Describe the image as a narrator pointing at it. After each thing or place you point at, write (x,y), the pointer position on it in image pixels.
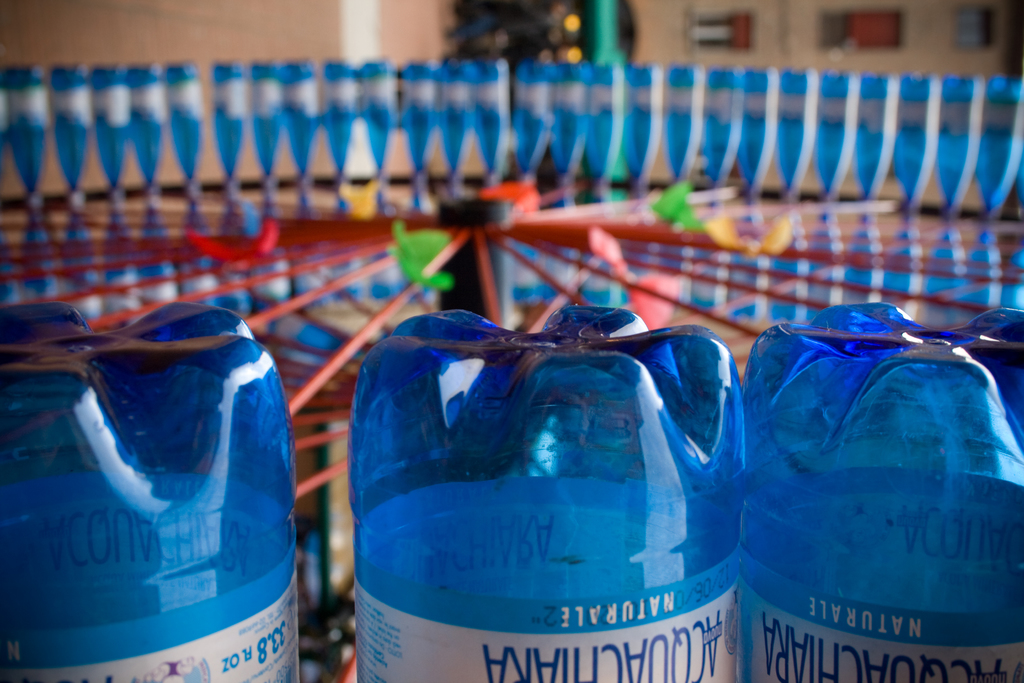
There are many bottles (412,431) which are in blue color.
